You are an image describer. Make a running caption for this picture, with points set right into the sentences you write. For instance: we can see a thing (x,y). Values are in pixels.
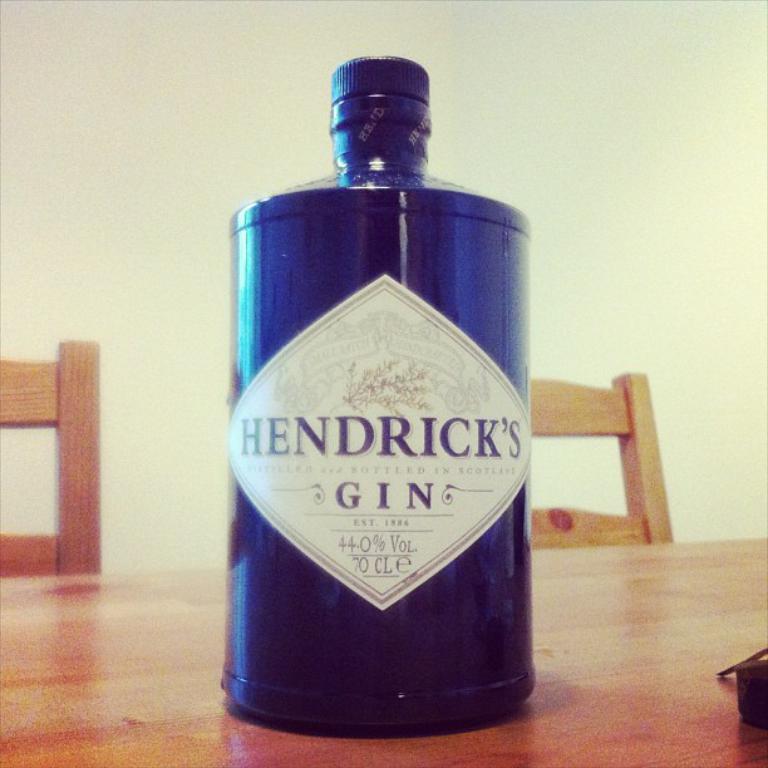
In this image there is a bottle (233,546) with a label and an object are on the table (715,682), there are chairs (94,528) and the wall (695,508).
